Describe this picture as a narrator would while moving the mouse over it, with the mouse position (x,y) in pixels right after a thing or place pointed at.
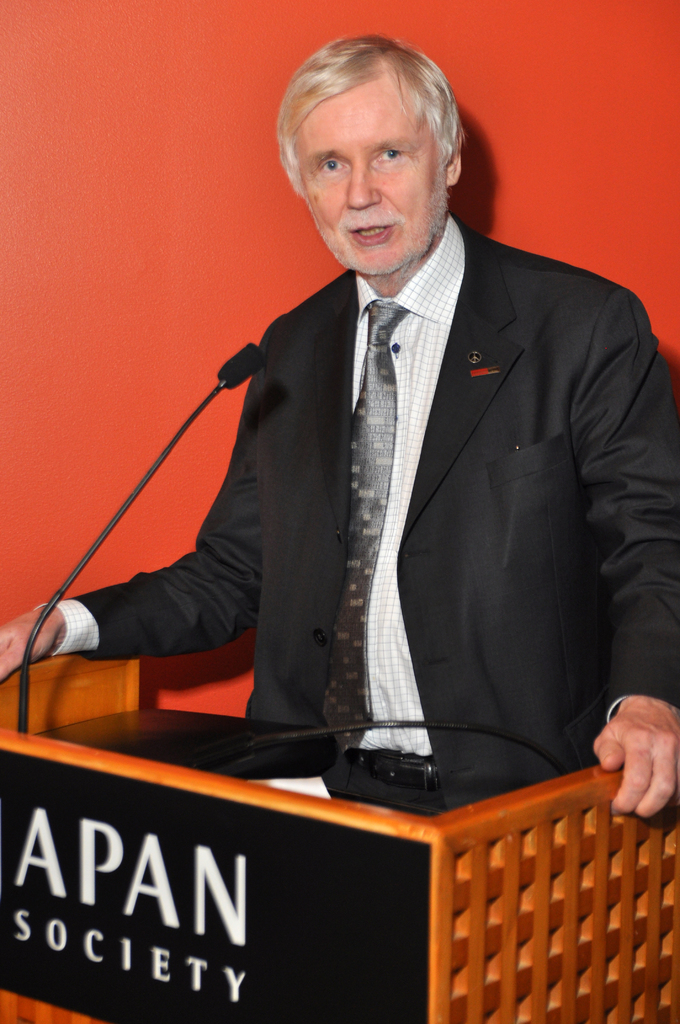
In the foreground of this image (436,607), there is a man (436,573) wearing black coat (571,591) is standing near a podium (164,846), on which there is a mic (254,350) and the background (188,170) image is red in color.
